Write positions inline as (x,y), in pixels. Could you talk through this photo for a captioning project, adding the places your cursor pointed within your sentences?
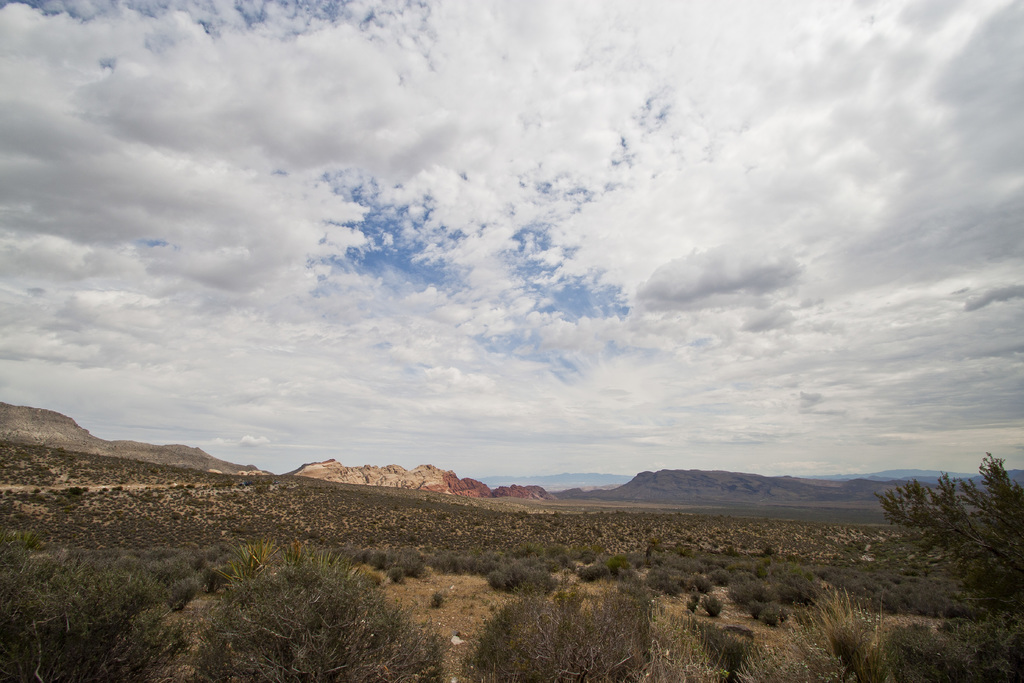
In this picture we can see plants (632,662), tree (1018,511), hills (643,485) and a cloudy sky (566,182).
